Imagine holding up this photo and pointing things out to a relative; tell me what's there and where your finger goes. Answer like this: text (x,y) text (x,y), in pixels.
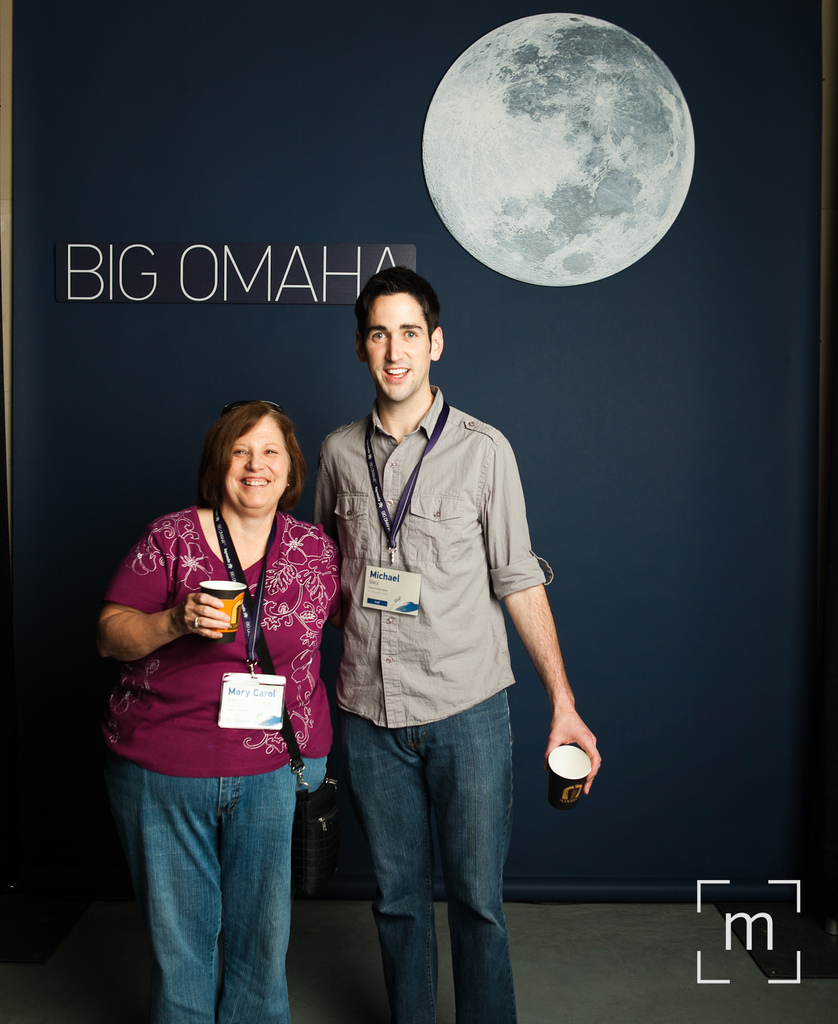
In this picture there are two persons (322,701) standing and smiling and holding the cups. At the back (614,129) there is a board (788,782) and there is a picture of a moon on the board (592,289) and there is a text (266,254) on the board (492,345). At the bottom right (701,978) there is a logo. At the bottom (682,925) there is a floor (633,1011).
